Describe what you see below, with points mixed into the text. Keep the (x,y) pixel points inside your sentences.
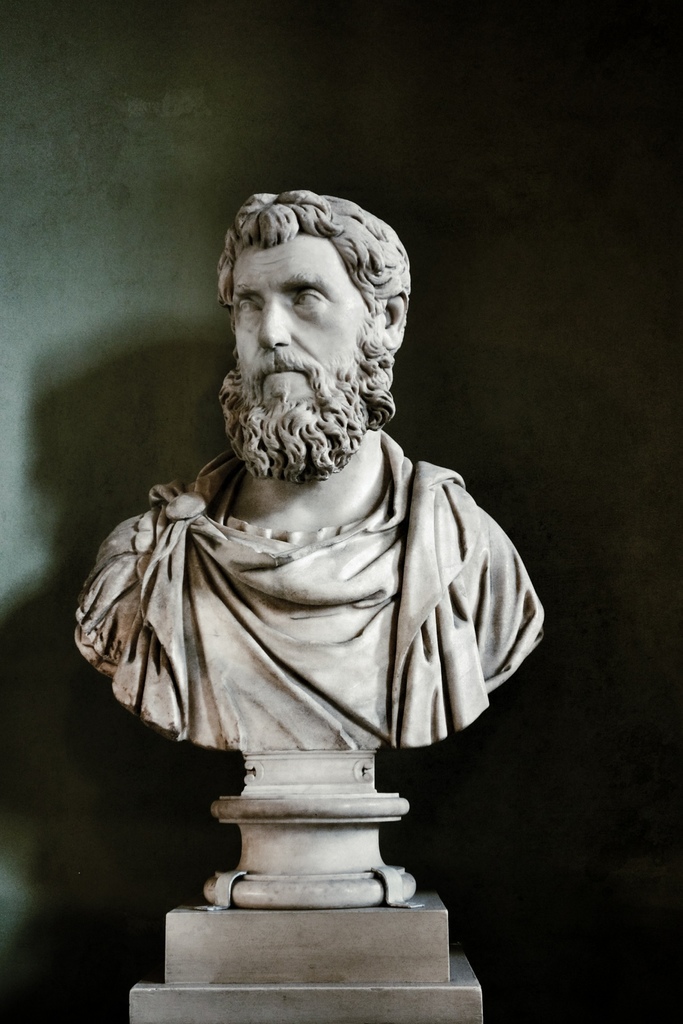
In this image we can see the sculpture of a man (373,369). And we can see the wall (139,273).
